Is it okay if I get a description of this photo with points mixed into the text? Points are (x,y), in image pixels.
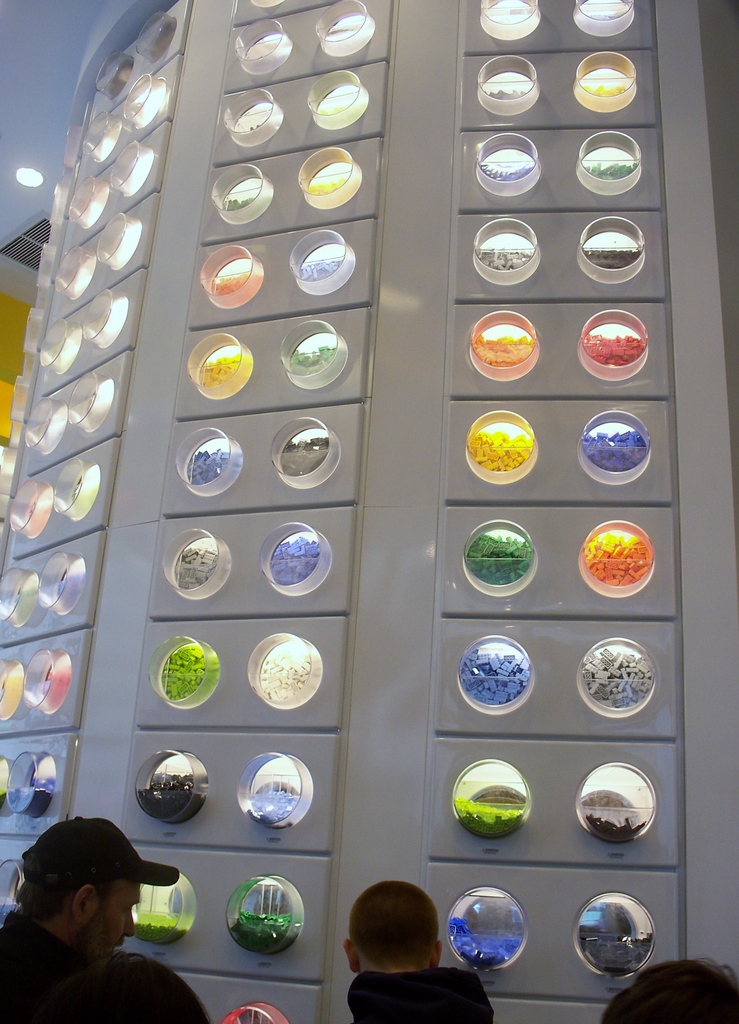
At the bottom of the picture (88,989), we see people (386,971) are standing. In front of them, we see a white color building type (295,506). It has round bins (278,789) with bricks (590,663) in different colors. I think this might be a display (320,580).
